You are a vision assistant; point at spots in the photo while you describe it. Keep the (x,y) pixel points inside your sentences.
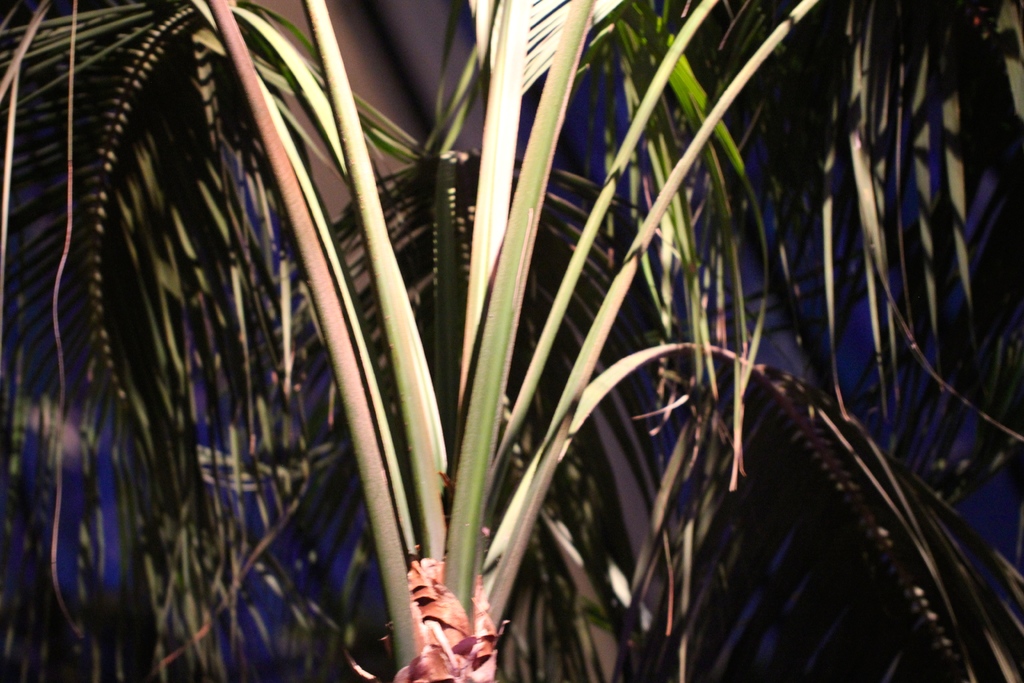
In this image I can see the tree (531,403) which is in green color. And there is a sky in the back (640,381).
